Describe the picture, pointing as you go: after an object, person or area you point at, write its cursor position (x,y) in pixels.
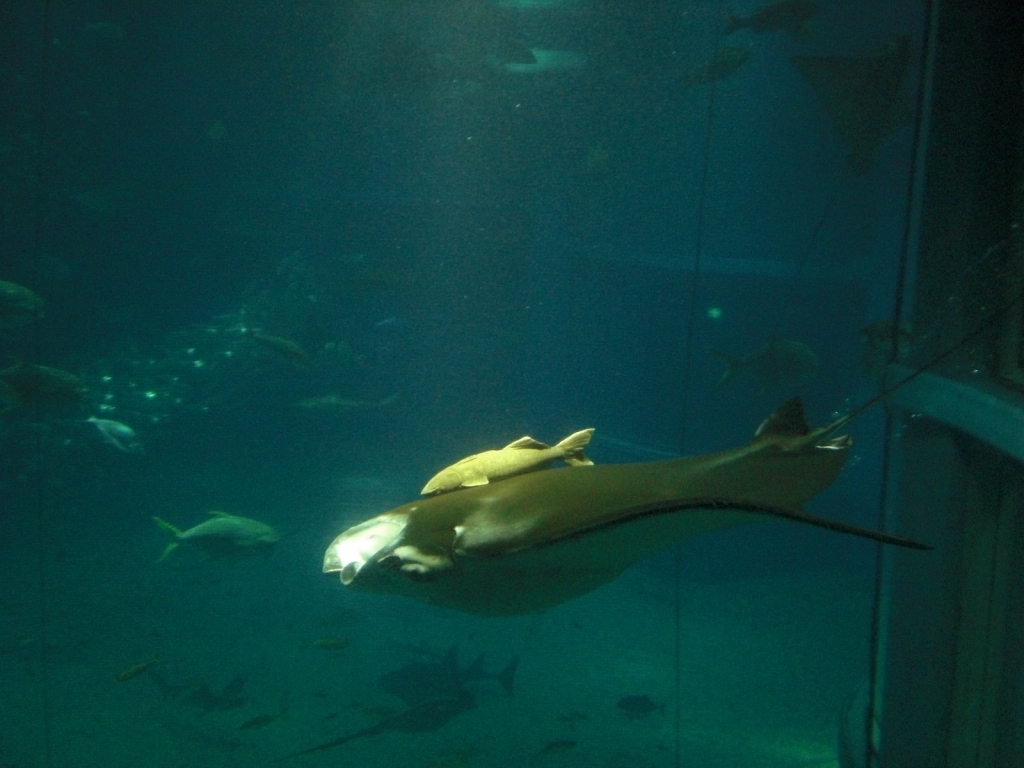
In the image we can see there are fish (358,559) in the water (108,532).
